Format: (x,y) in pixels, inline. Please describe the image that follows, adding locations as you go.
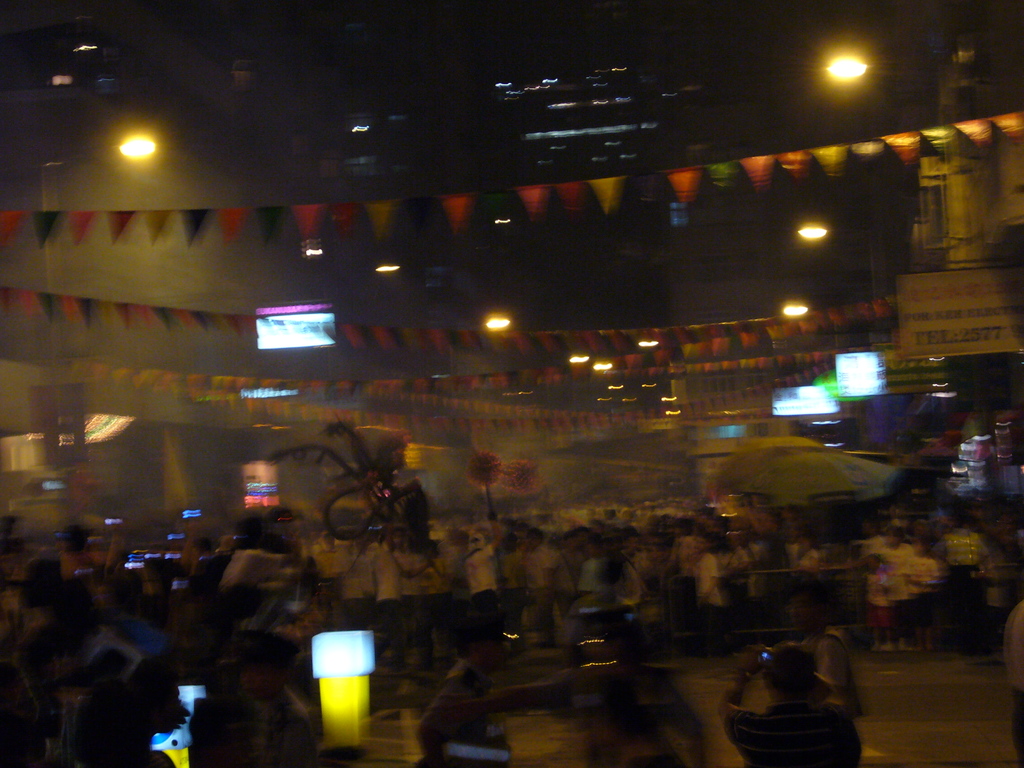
This picture is clicked outside. In the foreground (555,561) we can see the group of persons (450,591) and many other objects (761,444). In the background (511,395) we can see the buildings (476,157), lights (549,86), flags (317,216) hanging on the ropes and we can see the digital screens (776,397) and the text (967,313) on the boards (981,296) and the street lights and many other objects (751,483).
